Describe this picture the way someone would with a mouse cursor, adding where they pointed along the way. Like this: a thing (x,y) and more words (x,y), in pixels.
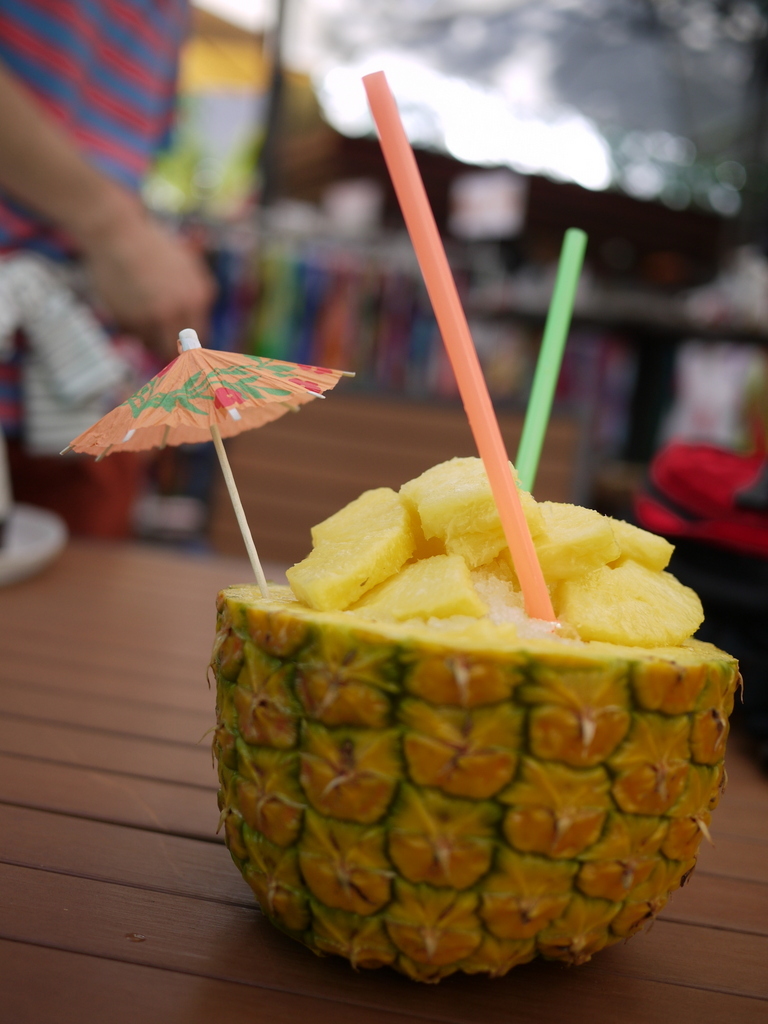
In the picture I can see a pineapple (428,761) which has straws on it. This pineapple (460,700) is on a wooden surface (196,748). In the background (126,187) I can see a person (126,176). The background of the image (59,343) is blurred.
